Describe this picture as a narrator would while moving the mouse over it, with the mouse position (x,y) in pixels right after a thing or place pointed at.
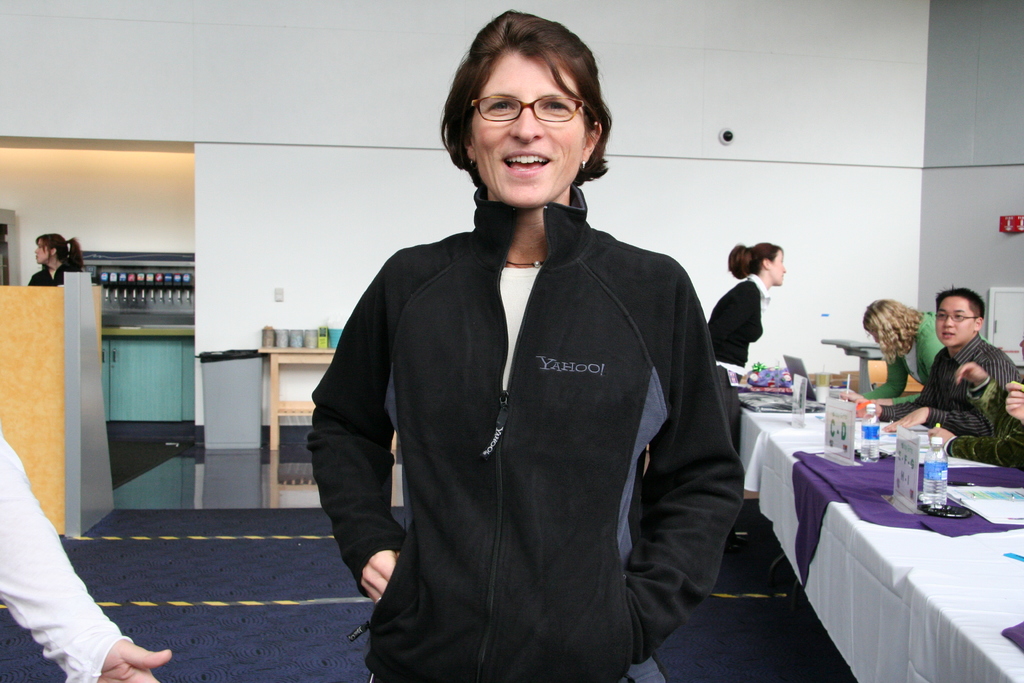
In this image, In the right side (920,504) there are some tables (865,539) which are covered by a white cloth (879,527), In the middle (552,277) there is a woman (531,526) standing and she is smiling, In the background (293,323) there is a white color wall (344,188), In the left side (7,337) there is a yellow color block (27,378).
